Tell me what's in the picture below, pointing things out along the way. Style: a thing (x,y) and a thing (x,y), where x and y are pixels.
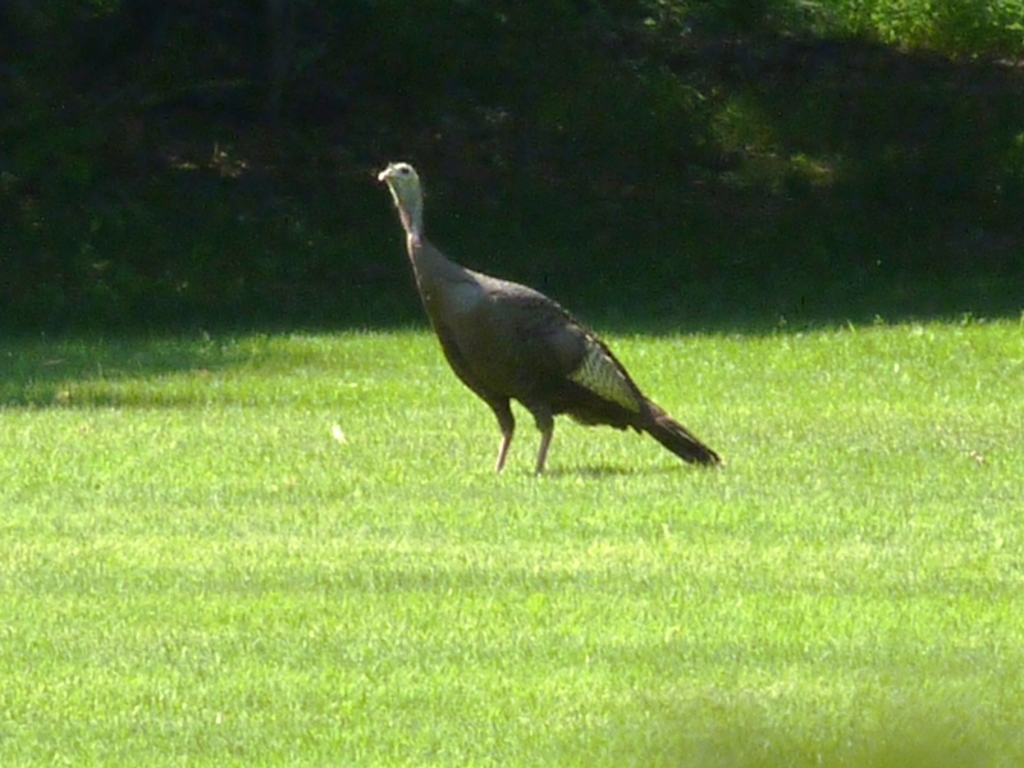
In this picture there is a black color turkey (551,335), standing in the green lawn (536,514). Behind there is a dark background (169,116).
